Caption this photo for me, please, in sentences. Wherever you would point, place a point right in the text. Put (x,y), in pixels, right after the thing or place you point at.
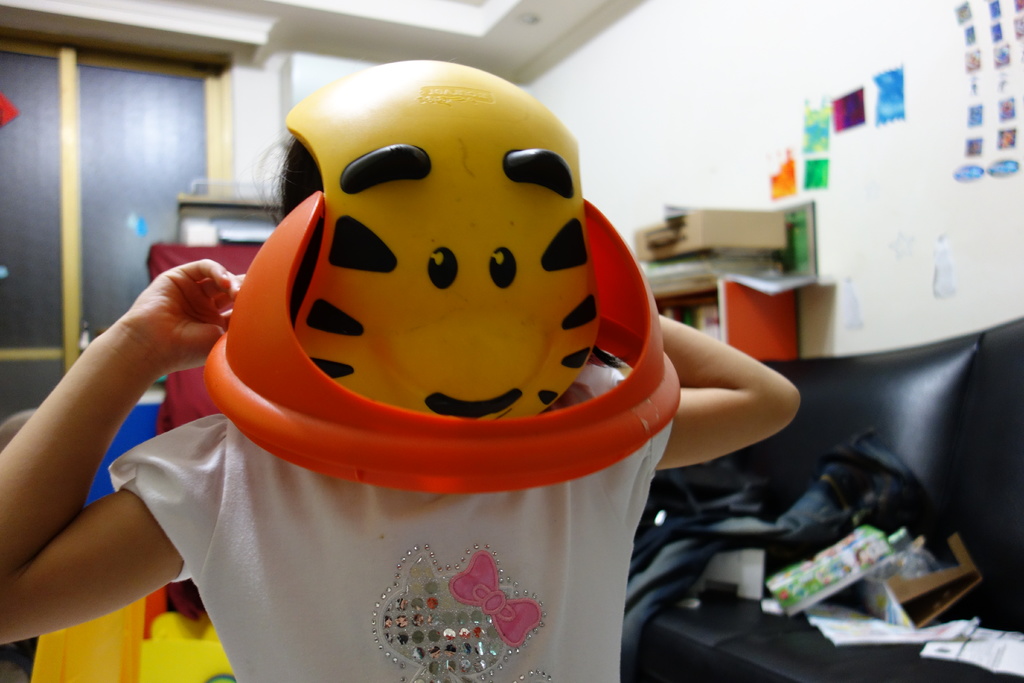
In this image we can see a person (365,497) wearing mask (409,266) to the face (547,359). In the background (716,544) there are some objects (820,559) and bags (704,508) on the sofa set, cupboard (738,301), papers (836,118) pasted on the wall (650,117) and windows (106,103).
